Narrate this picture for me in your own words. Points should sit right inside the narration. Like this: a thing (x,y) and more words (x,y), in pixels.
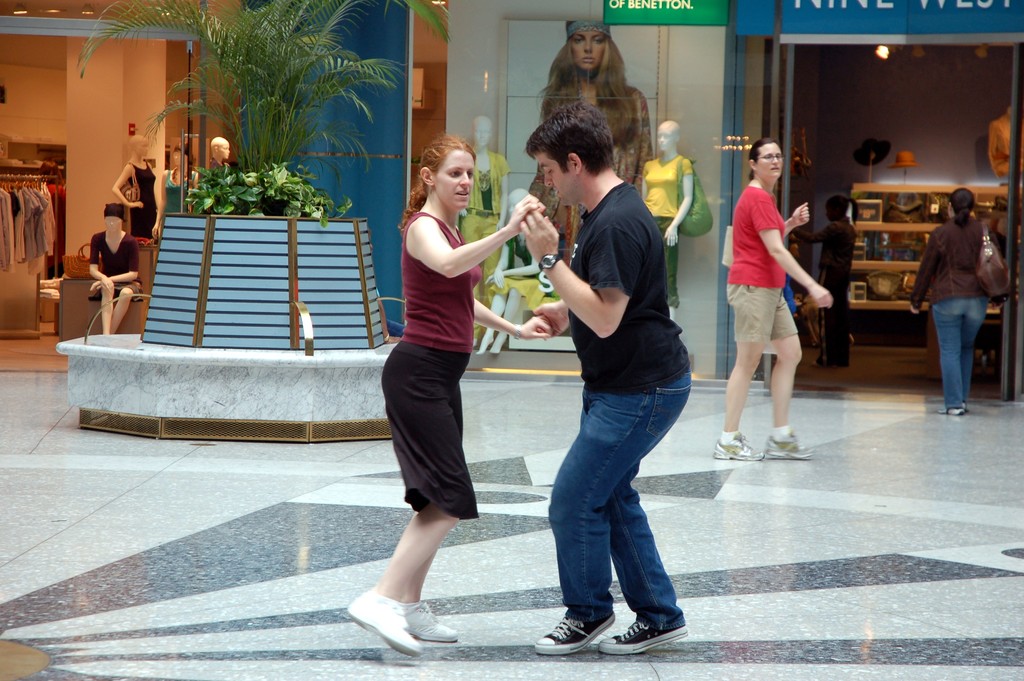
In this image we can see some people (674,379) on the floor (753,480). We can also see some plants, the mannequins (549,290), a building (551,373), some boards (694,23) with text (636,7) on them, a banner (551,24) with the picture (634,139) of a woman (625,125), clothes (50,216) on a hanger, some objects (933,221) placed in the racks (925,232), a wall (724,277) and a roof (93,11) with some ceiling lights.
